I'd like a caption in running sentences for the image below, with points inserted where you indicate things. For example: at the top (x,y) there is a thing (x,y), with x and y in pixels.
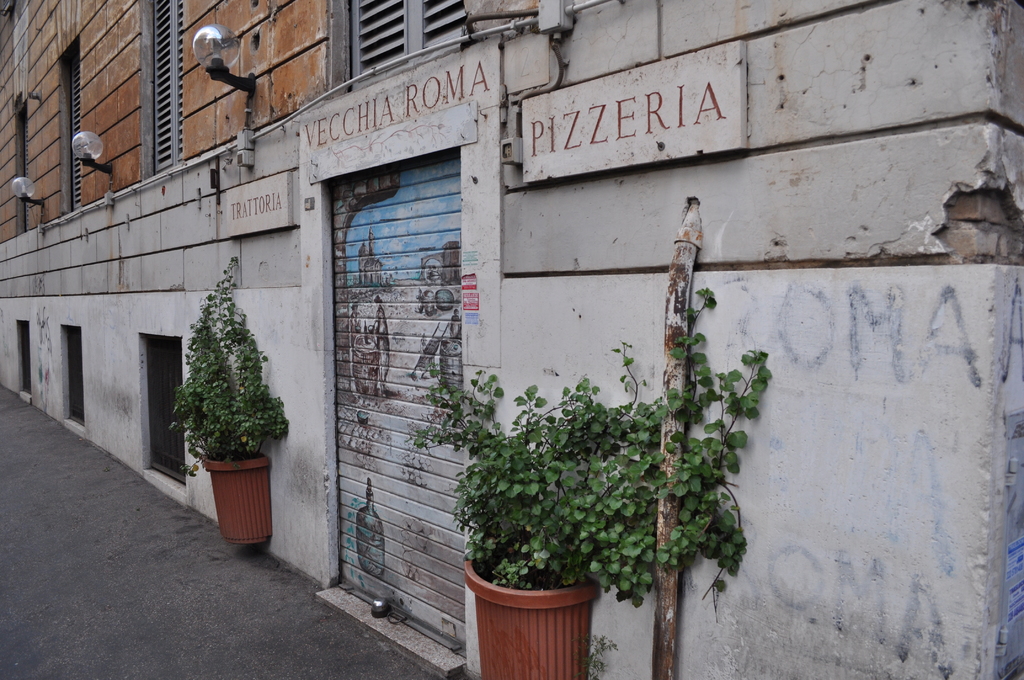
In this picture there are some plant pots (555,519) in the front (236,512). Beside there is a roller shutter shop (359,273). On the top (240,91) we can see the brown color wall (269,89) with the hanging lights (250,79).
